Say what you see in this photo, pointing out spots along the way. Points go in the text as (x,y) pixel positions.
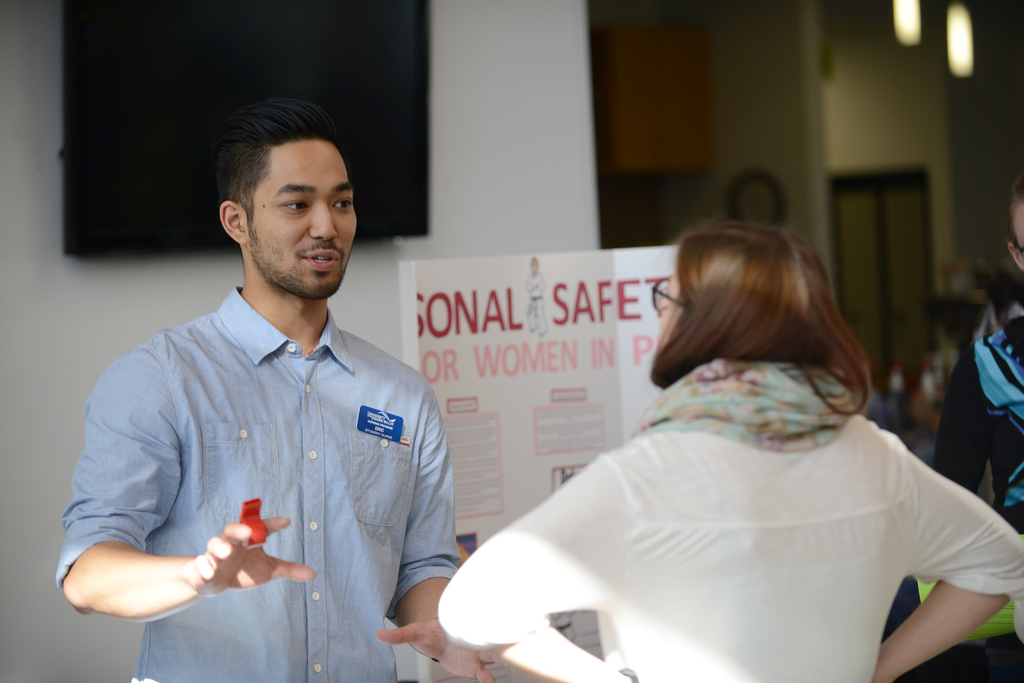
In this image there are two people (323,481) and a poster (641,335) with text (494,455) in the foreground (979,608). There is a person (992,344), a door (920,170), a frame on the wall (790,72) on the right corner (1015,255). We can see a television (105,239) on the wall (571,50).
